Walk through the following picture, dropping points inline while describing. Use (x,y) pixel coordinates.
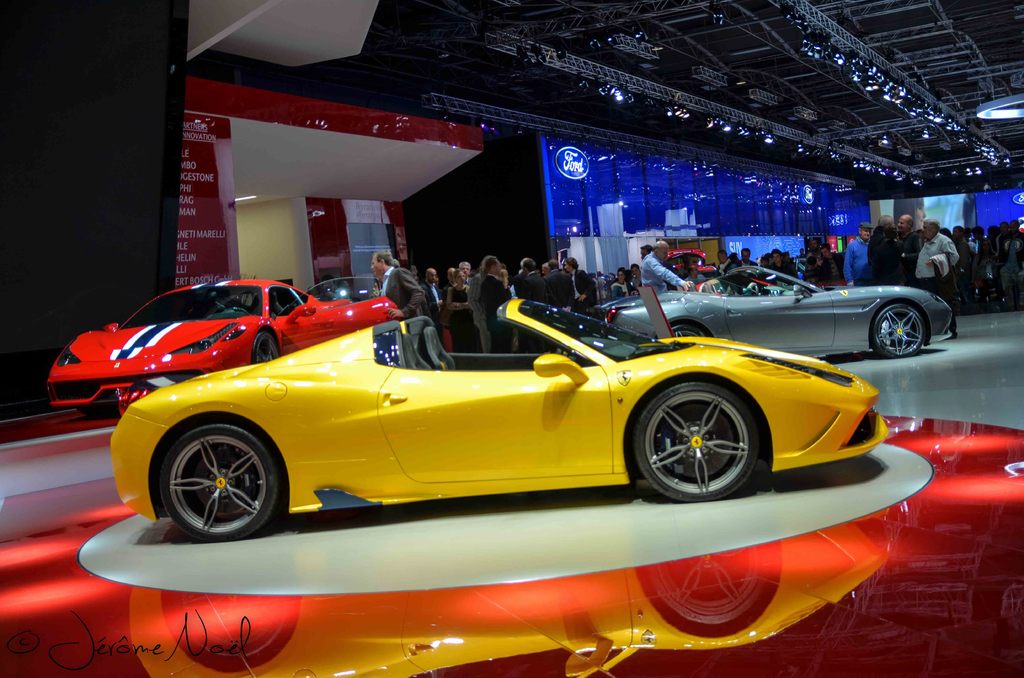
In this image there are cars (757,314), persons (546,296) and there are banners (200,196). On the left side (221,225) there is some text (210,137) written on the banner (195,196) which is red in colour.
